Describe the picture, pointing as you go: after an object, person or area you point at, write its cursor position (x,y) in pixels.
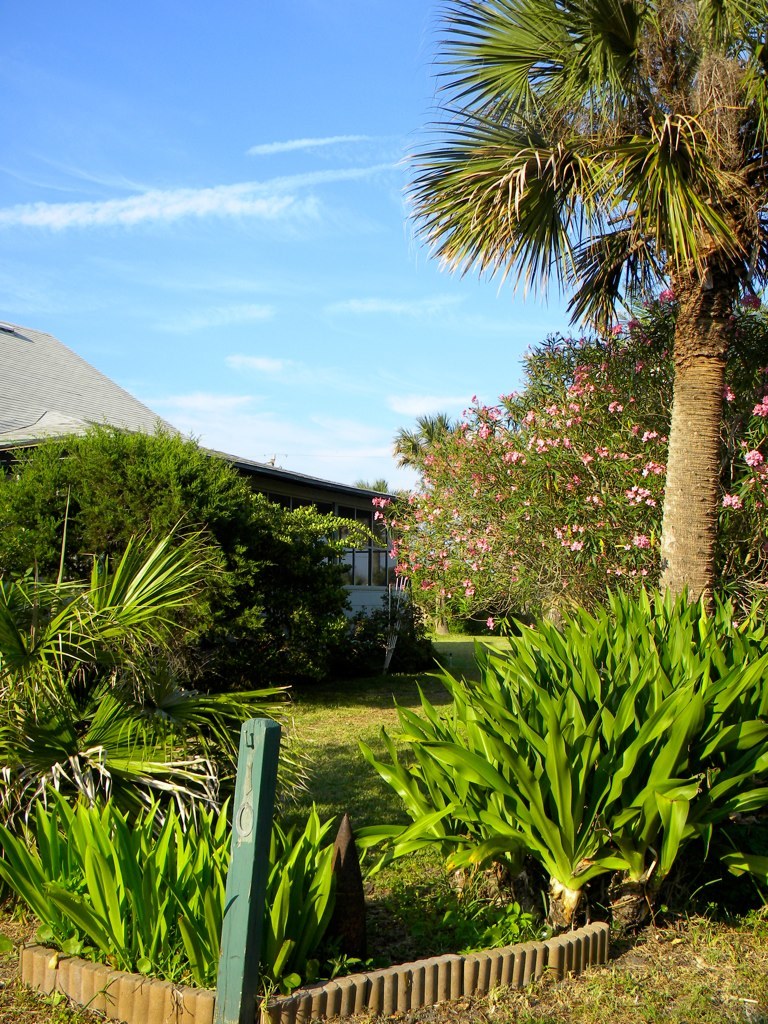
In this image at front (629,645) there are plants (225,759). Beside the plants (618,643) there are trees (641,196). At the center (408,673) there is a grass (453,651) on the surface (444,642). At the back side (372,502) there is a building (75,401) and at the background (304,381) there is sky (297,351).
